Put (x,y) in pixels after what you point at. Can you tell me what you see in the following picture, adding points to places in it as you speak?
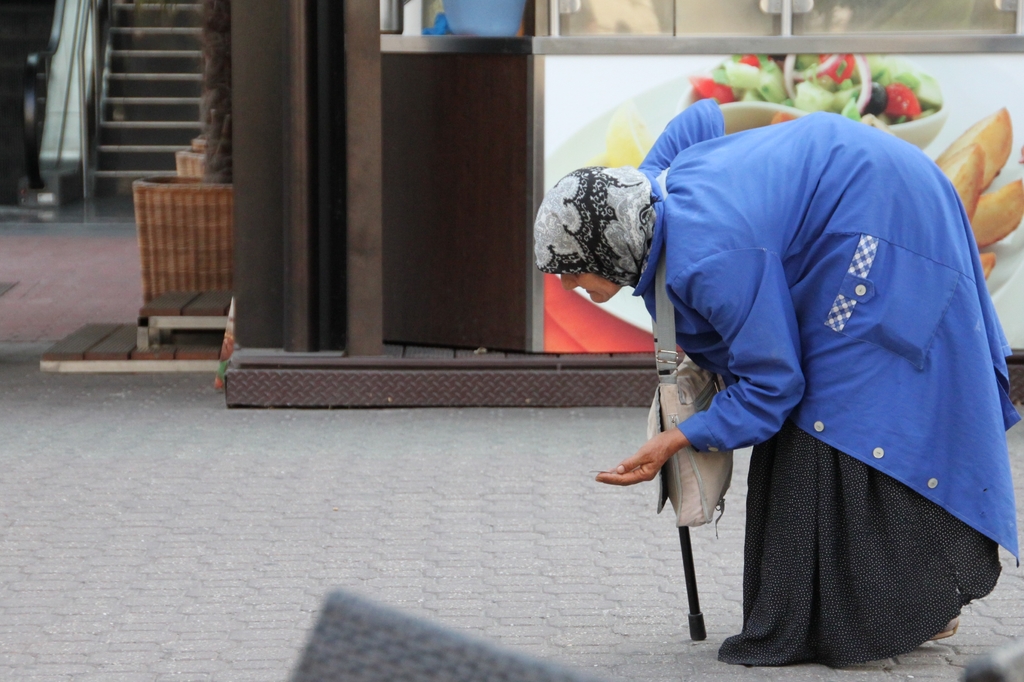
This is the picture of a woman (601,232) in blue jacket (801,308) was walking on a path (582,515). Background of the woman (811,291) is a building (443,220) and staircase (127,112) and the woman (823,286) is holding a stick (696,627).
